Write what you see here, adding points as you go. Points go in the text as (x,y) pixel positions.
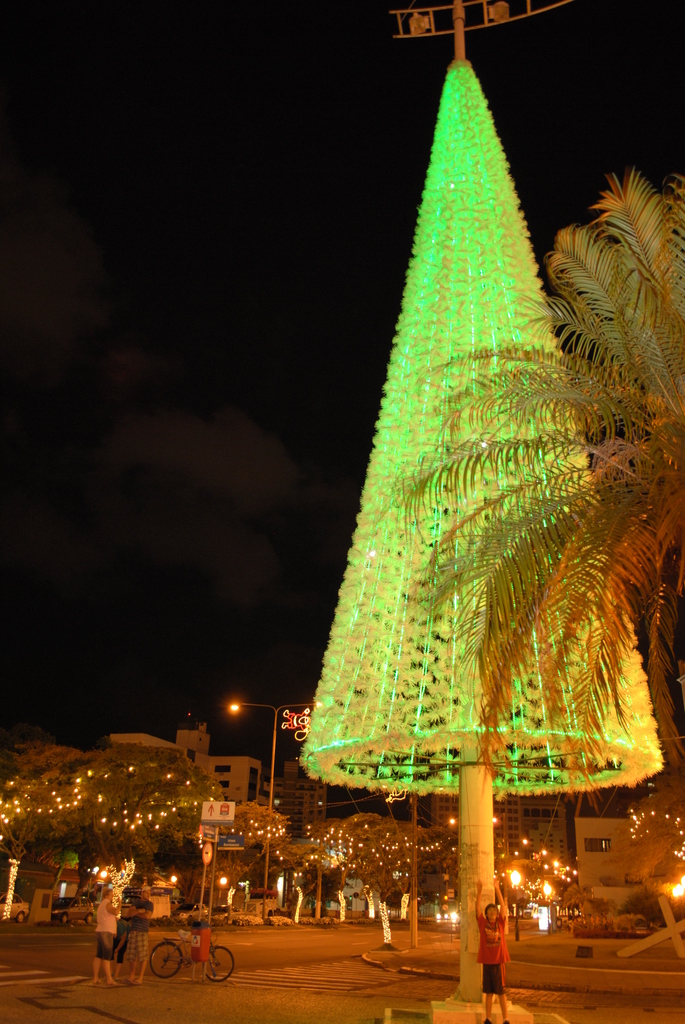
In the picture I can see a Christmas tree (511,435) with lighting arrangement (418,412) on the right side (527,768). There is a boy (494,906) on the bottom right side (482,893). I can see three persons (140,956) on the left side (148,902) and I can see a bicycle (220,958) on the road (240,986). In the background (302,812), I can see the buildings (559,815) and light poles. I can see the trees (83,872) with lighting arrangement (313,858). I can see the dark sky (152,423) and there are clouds (274,468) in the sky (247,275).
